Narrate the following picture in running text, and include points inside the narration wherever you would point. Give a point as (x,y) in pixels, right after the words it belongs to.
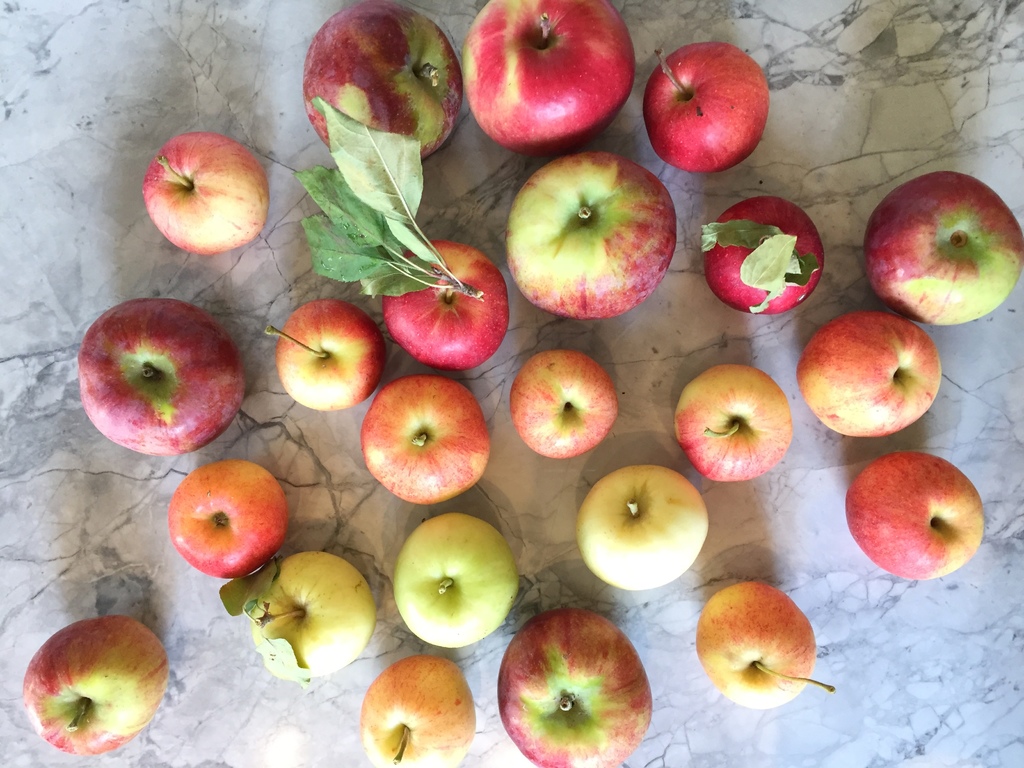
In this picture, there are apples (725,470) on the floor (150,582).
